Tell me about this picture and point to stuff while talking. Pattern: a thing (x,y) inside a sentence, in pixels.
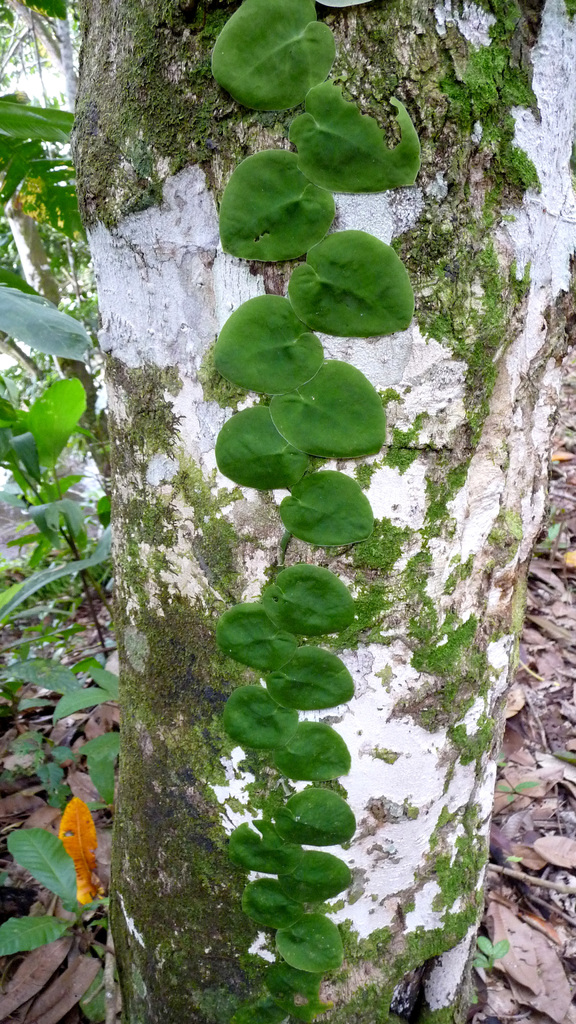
In front of the picture, we see the leaves (246,653). Behind that, we see the stem (420,405) of the tree (417,499). At the bottom (557,844), we see the dry leaves (506,959) and twigs (108,989). There are trees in the background (66,291).
